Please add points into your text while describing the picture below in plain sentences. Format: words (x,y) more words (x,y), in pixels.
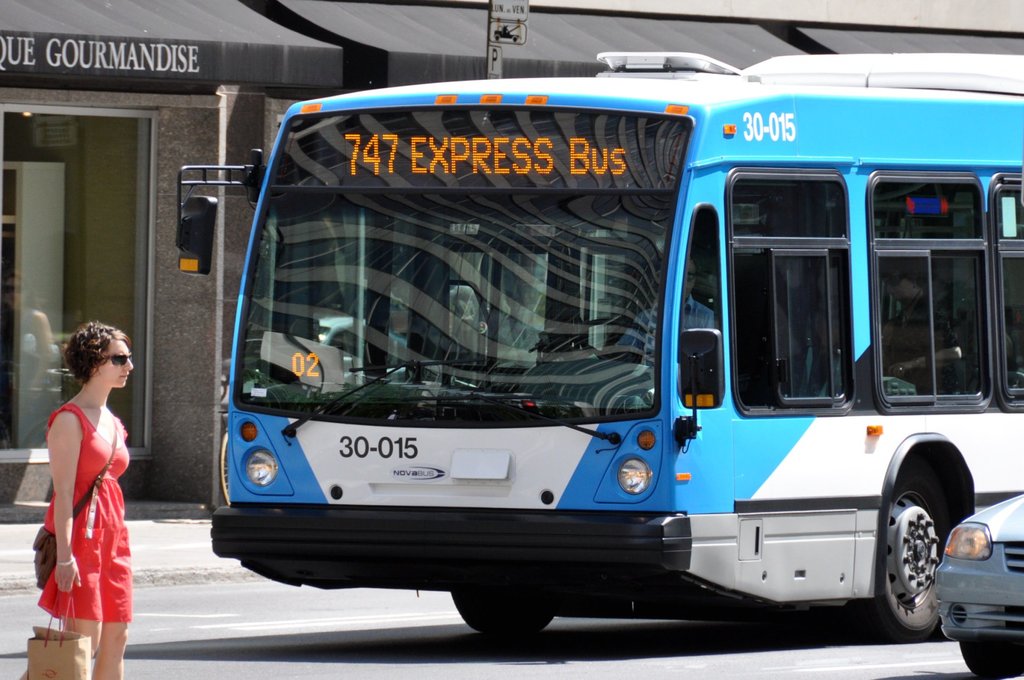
In this picture we can see a woman (65,493), bags (62,641), vehicles (514,622) on the road (376,642) and some objects (325,54).
